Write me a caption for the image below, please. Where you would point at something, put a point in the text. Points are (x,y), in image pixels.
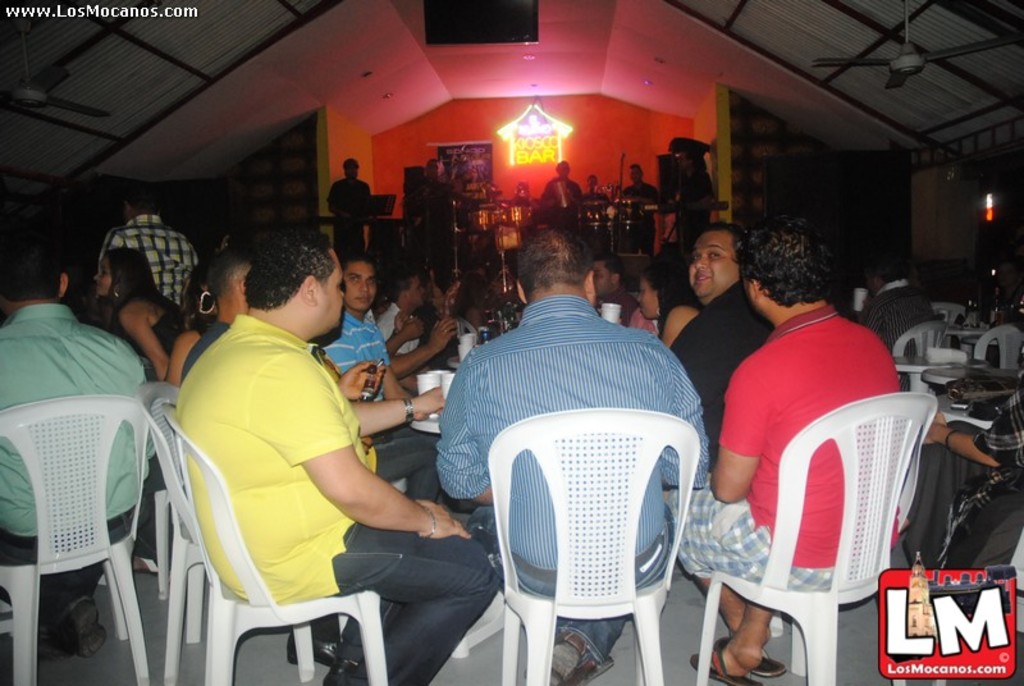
This picture describes about group of people (584,349) few are seated on the chair (611,445) and few are standing, in front of the seated people (496,352) we can see bottles (502,319) and cups (461,347) on the table (430,421), and standing people (638,187) are musicians (685,197).
